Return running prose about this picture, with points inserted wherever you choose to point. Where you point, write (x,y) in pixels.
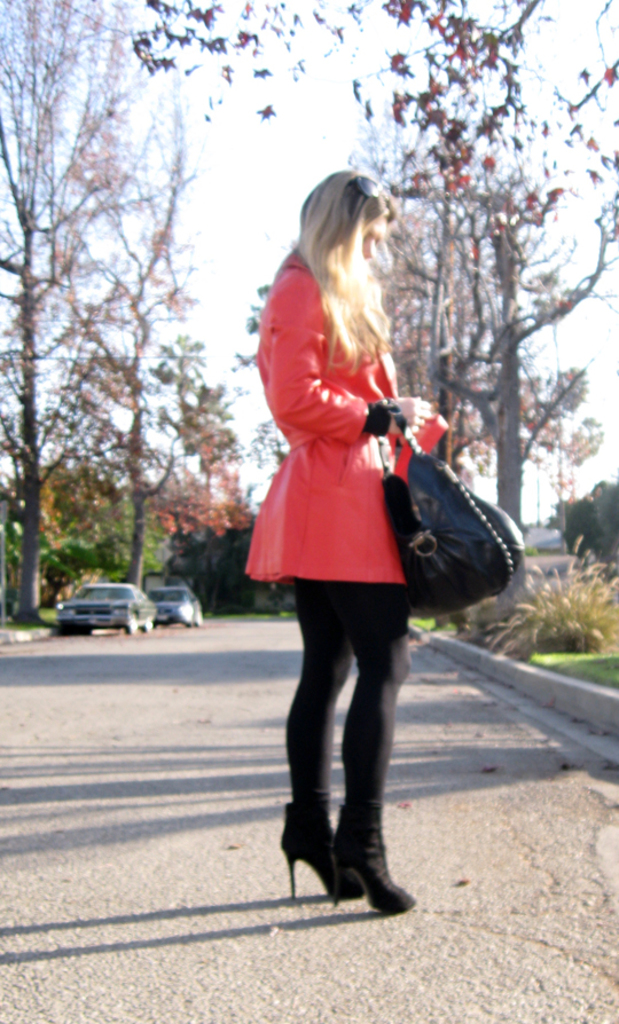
In this picture there is a woman (321,238) standing on the road (333,984) and there are vehicles (62,604) on the road (133,856). At the back (220,464) there is a building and there are trees (595,532). At the top (246,204) there is sky (226,204). At the bottom (171,812) there is a road (201,849) and there are plants (520,621) and there is grass (588,665).
